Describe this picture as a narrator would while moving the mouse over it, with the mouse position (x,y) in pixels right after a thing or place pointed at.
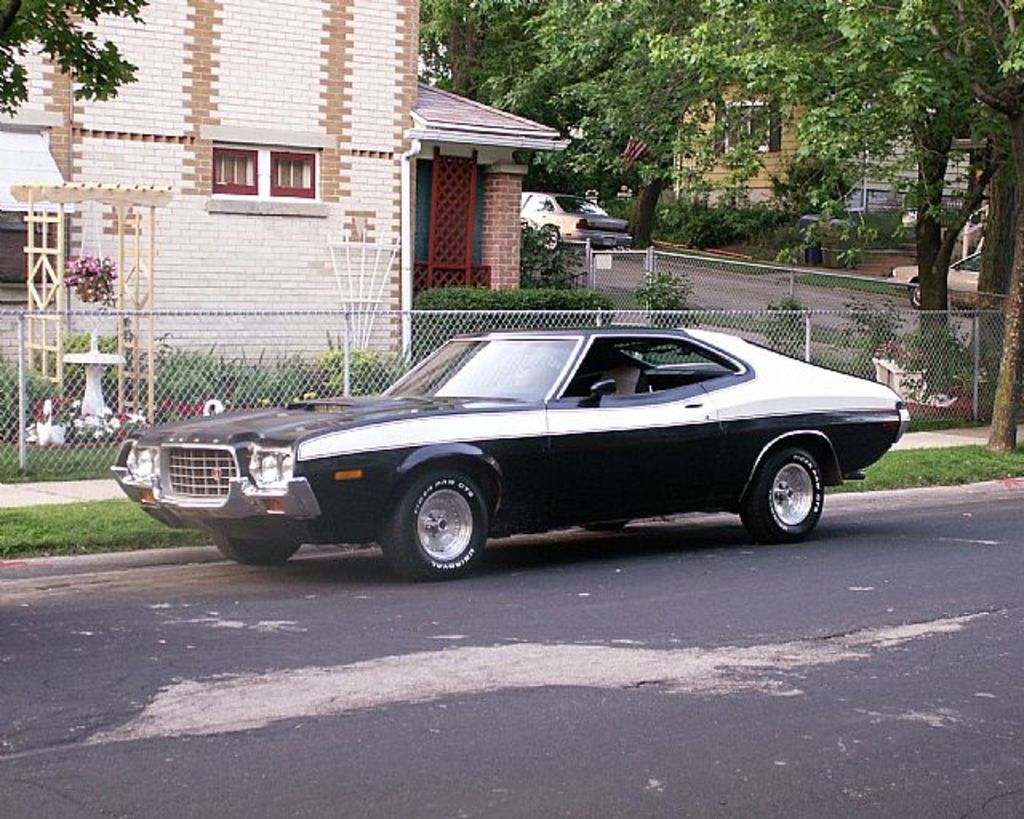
In this image we can see group of vehicles (625,221) parked on the road (451,590). In the center of the image (345,385) we can see a fence (981,416), a group of plants (165,385) and the grass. In the background (143,245), we can see buildings (281,248) with windows (301,187) and roof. At the top of the image (874,21) we can see a group of trees (681,84).
